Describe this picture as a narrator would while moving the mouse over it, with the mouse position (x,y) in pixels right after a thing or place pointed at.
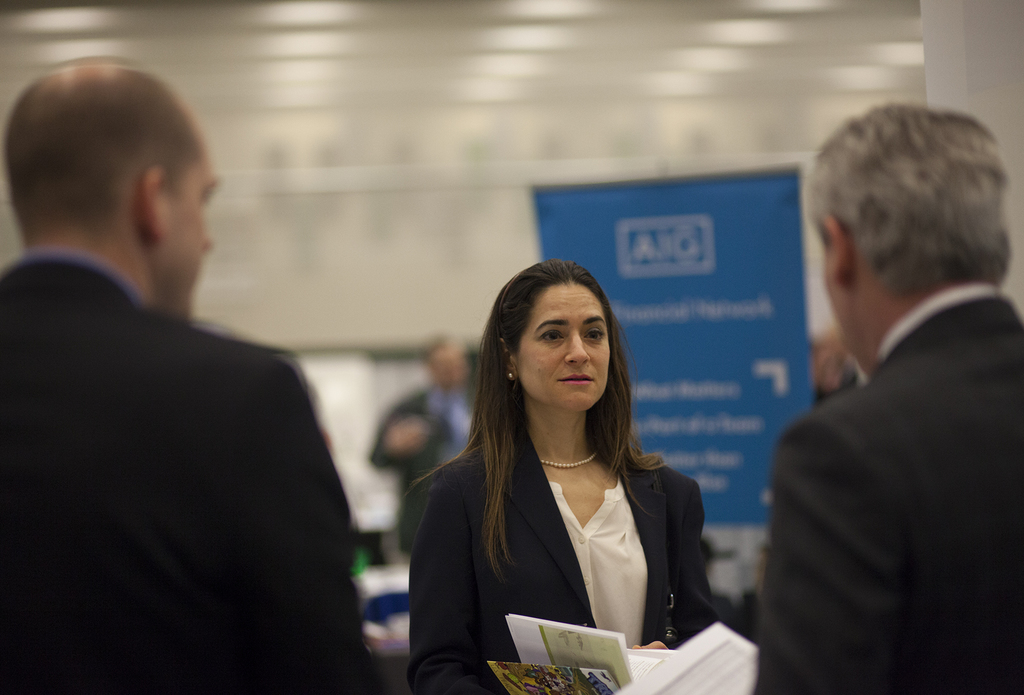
In this image, I can see a woman (630,611) and two persons (865,674) standing. There is a woman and a person (865,674) holding the books (647,669). Behind the woman (492,425), I can see a banner (680,211), another person (436,418) and a board (352,434). There is a blurred background (356,301).
